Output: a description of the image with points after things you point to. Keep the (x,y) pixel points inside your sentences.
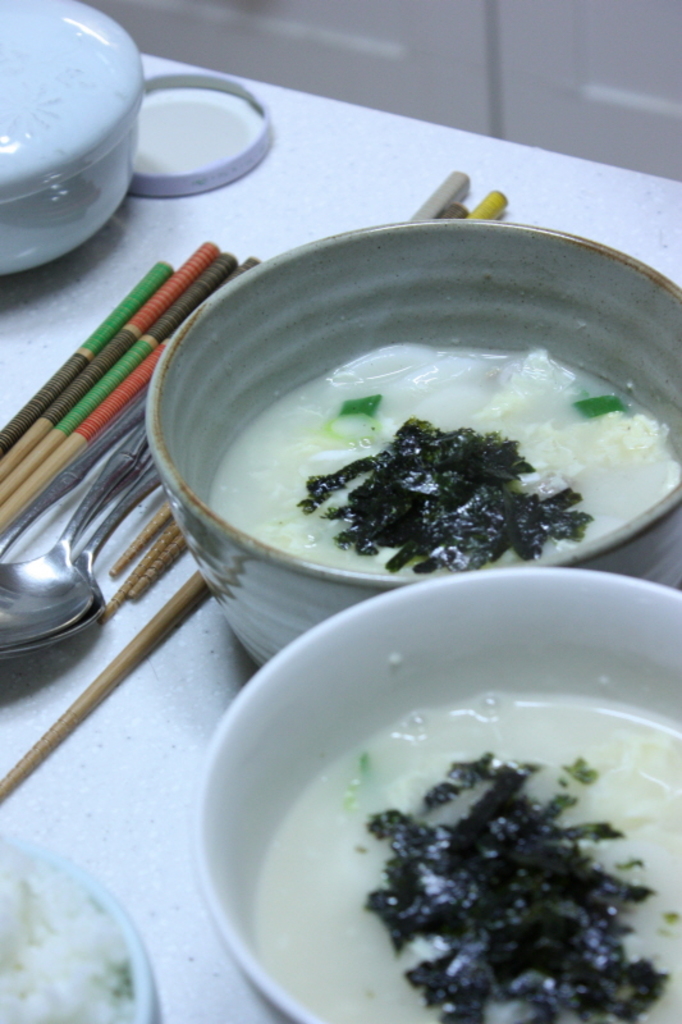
In this picture we can see some food items (463,537) in the bowls (383,918). We can see spoons (7,640) and other objects (109,612) on the table (652,198).
